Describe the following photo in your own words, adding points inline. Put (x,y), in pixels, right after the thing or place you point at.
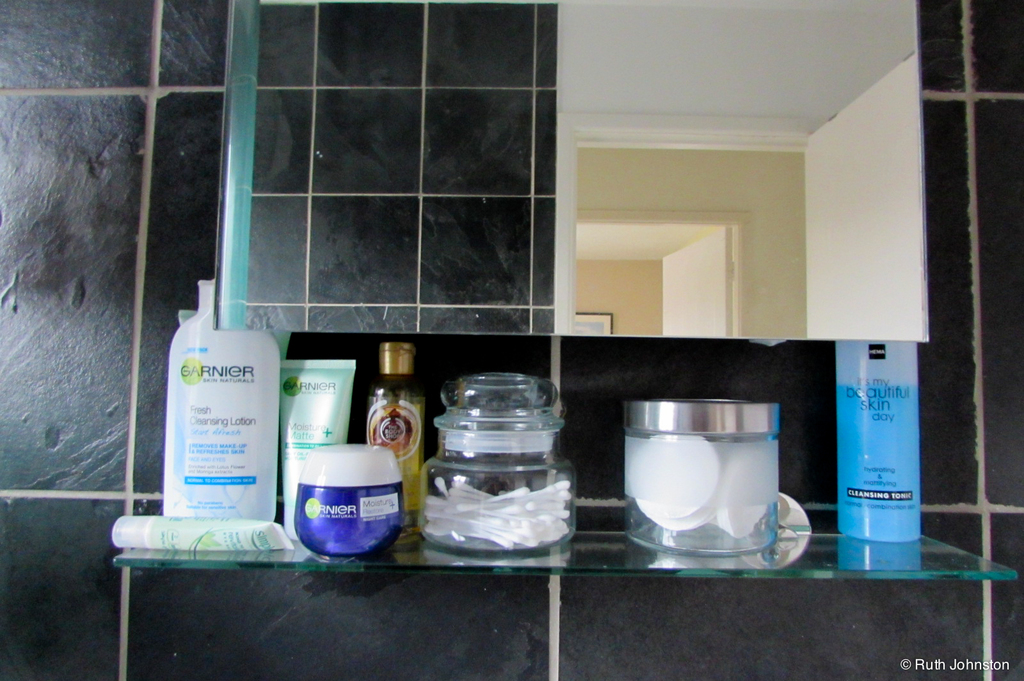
This is a picture of a bathroom (17,253) where we have a lotion (272,363), face wash (245,525), glass jar (435,517), cotton pads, jar (642,542) in the rack (195,552) and at the background (697,135) we have a mirror (724,130) and a wall (205,155).
